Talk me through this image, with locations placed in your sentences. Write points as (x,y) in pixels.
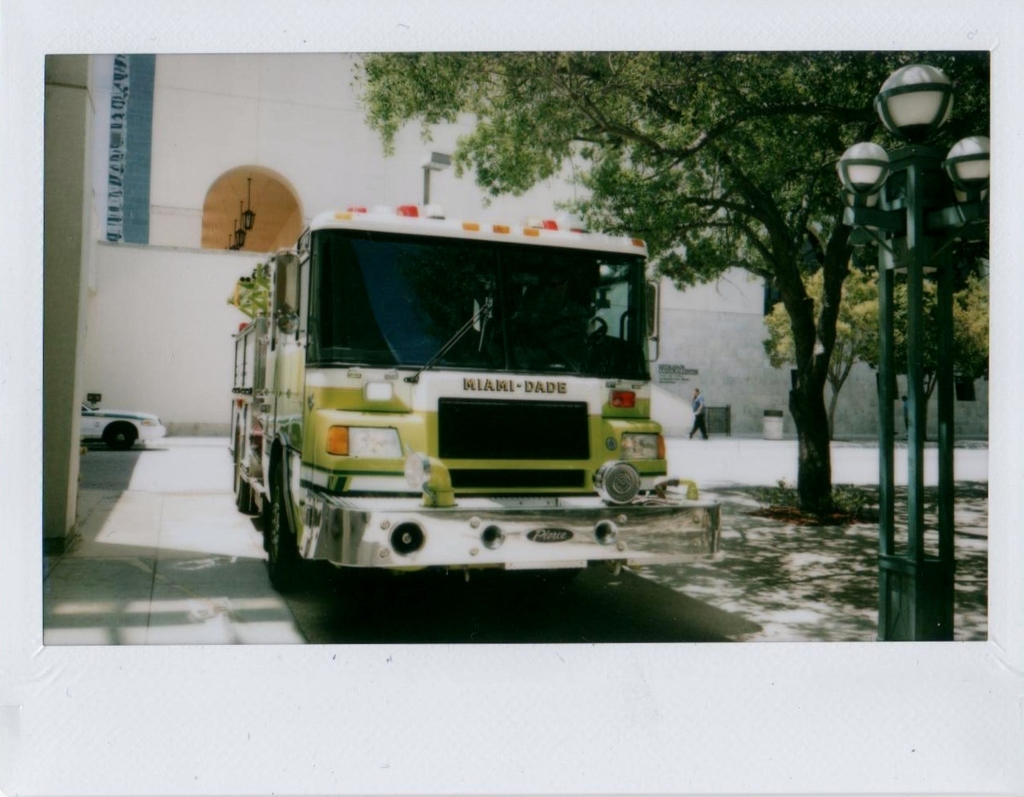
In the center of the image (679,527) there is a fire engine (632,347). On the right (773,618) there are street lights (913,621), trees (806,370) and road (763,456). On the left (129,407) there is a car (130,416) and wall (113,399). It is sunny.
